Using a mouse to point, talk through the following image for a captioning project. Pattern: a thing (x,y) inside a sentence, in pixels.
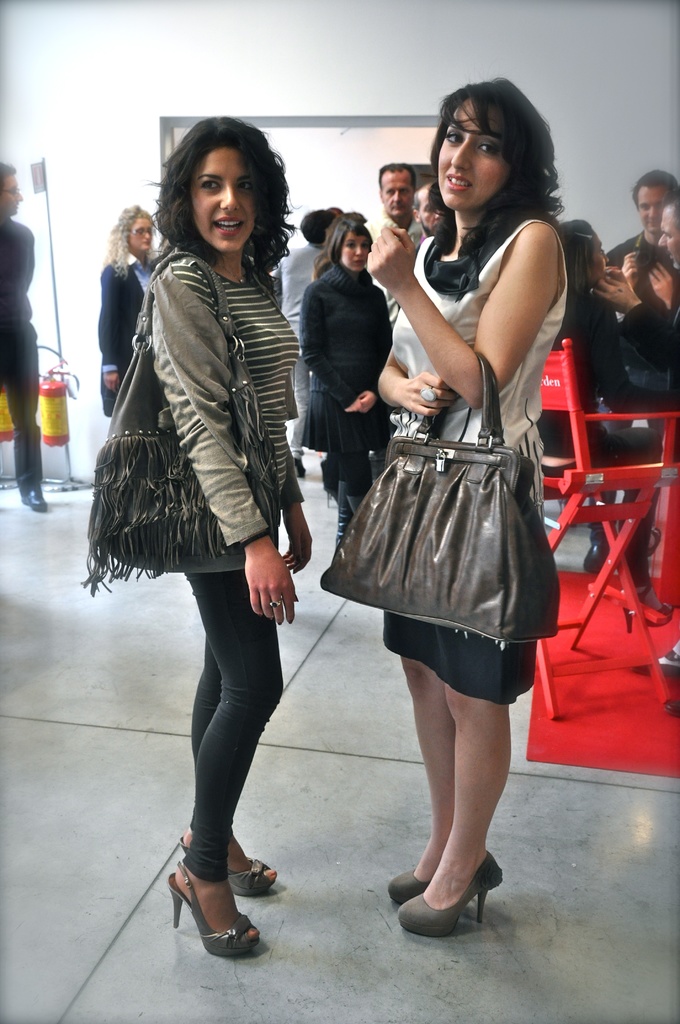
In this we can see a group of persons (220,220) are standing on the floor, and here two women (402,341) are standing and wearing an hand bag (460,503), and here a person (597,440) is sitting, and here is the wall (291,90).
